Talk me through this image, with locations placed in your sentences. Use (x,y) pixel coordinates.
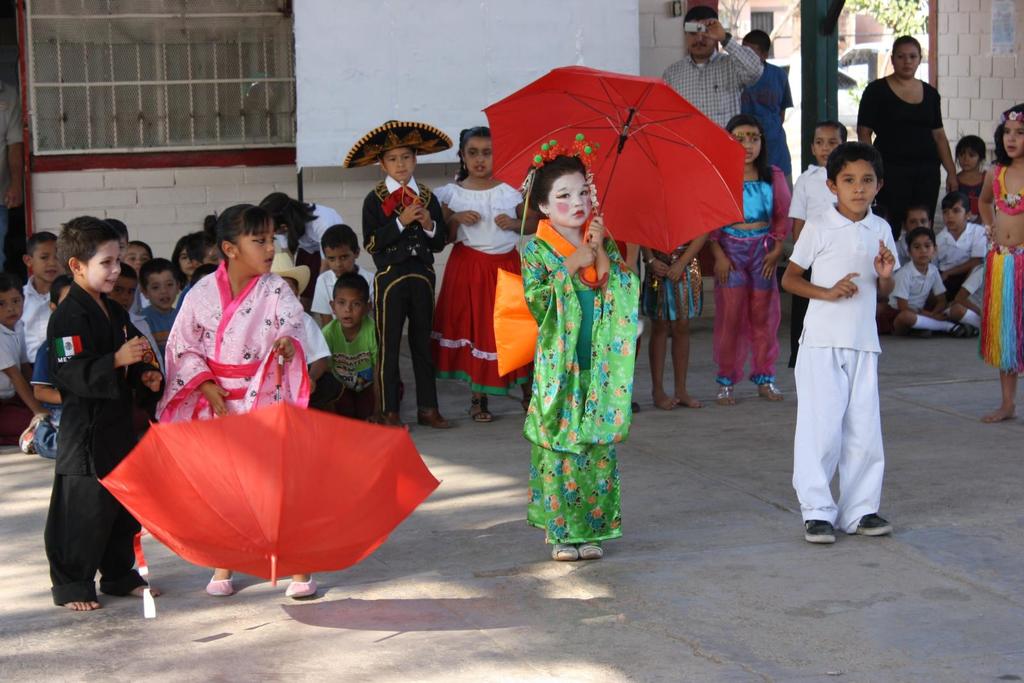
In this image, I can see groups of people (946,283) sitting and few people (134,441) standing on the floor (358,582). Among them few people (407,257) are in fancy dresses (586,422) and I can see two girls (262,356) holding the umbrellas (252,502). In the background (204,49) there is a window (168,60), wall (628,34), pole (823,22) and a building (851,22). In the top right corner of the image (994,36), I can see a poster (1001,34) attached to the wall (949,44).
